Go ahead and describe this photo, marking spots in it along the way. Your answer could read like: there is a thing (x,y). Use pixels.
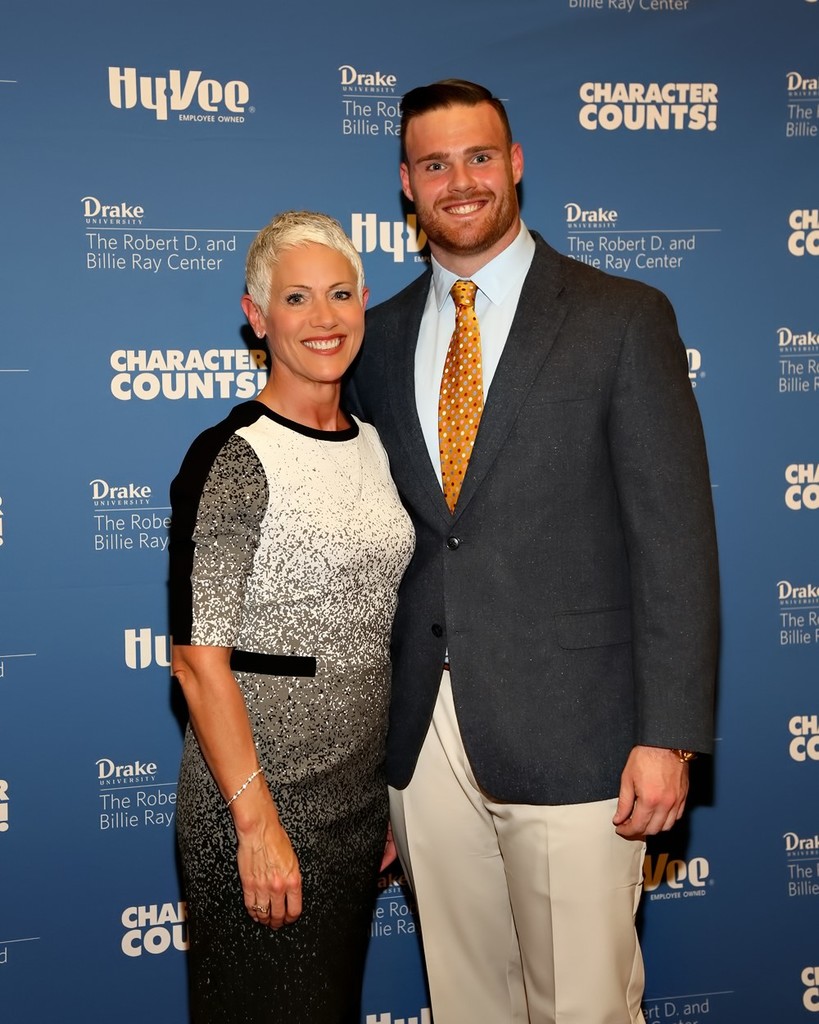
In this picture we can see a man (402,589) and a woman (300,291) standing and smiling and at the back of them we can see a banner (325,138).
